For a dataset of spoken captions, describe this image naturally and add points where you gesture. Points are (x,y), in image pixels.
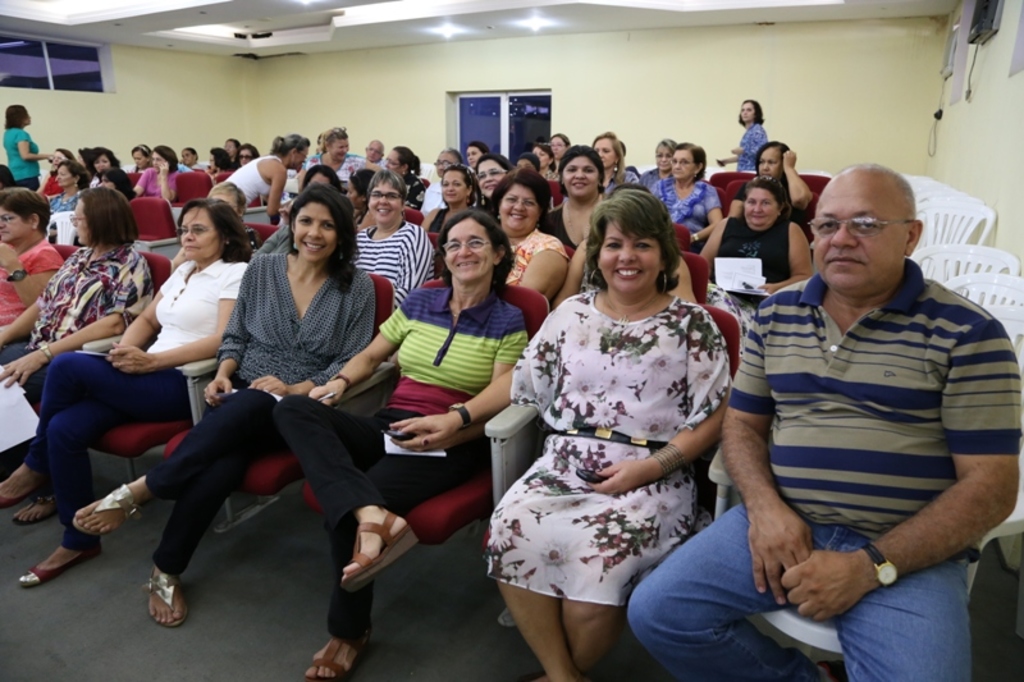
In this image people (544,187) are sitting on the chairs (494,485) in the room (456,335). There are people (294,237) smiling. Image also consists of empty chairs (973,220), windows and lights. Four women (21,140) are standing. There is a plain wall (748,79).
